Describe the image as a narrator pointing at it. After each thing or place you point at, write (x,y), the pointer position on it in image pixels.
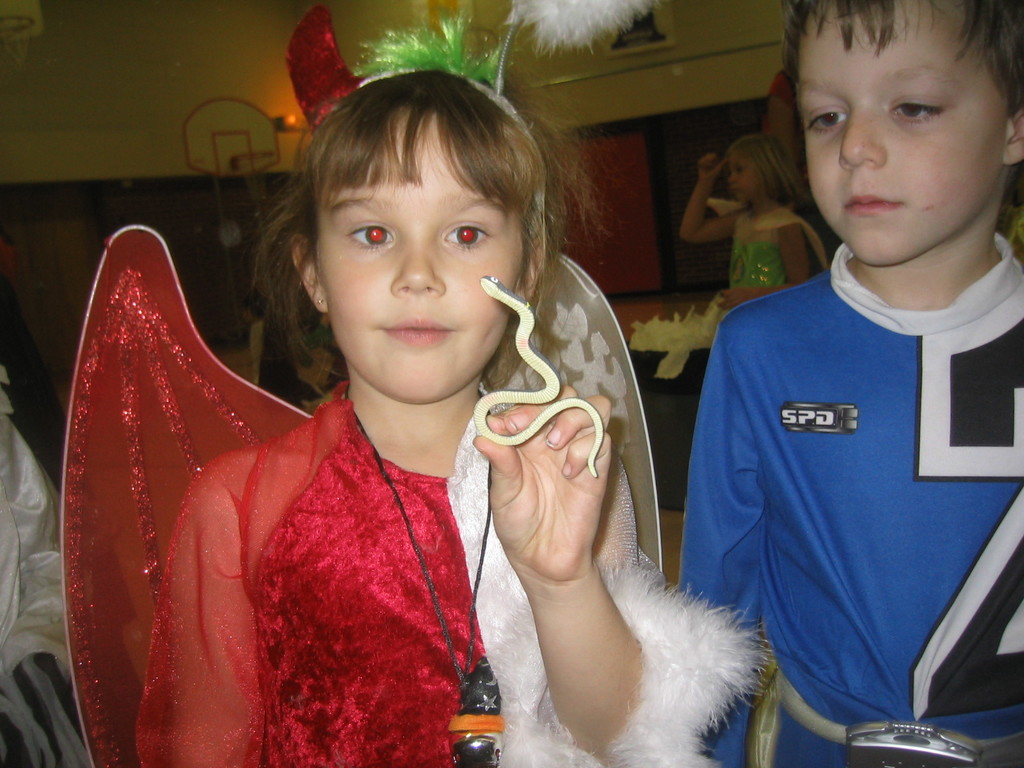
On the left side (247,537), there is a girl (406,253) in a red color dress (349,650), holding a toy snake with one hand (536,448). On the right side (1001,522), there is a boy (889,377) in blue color T-shirt (898,388), standing. In the background (784,217), there is another girl (757,162) and there is a wall (50,51).
